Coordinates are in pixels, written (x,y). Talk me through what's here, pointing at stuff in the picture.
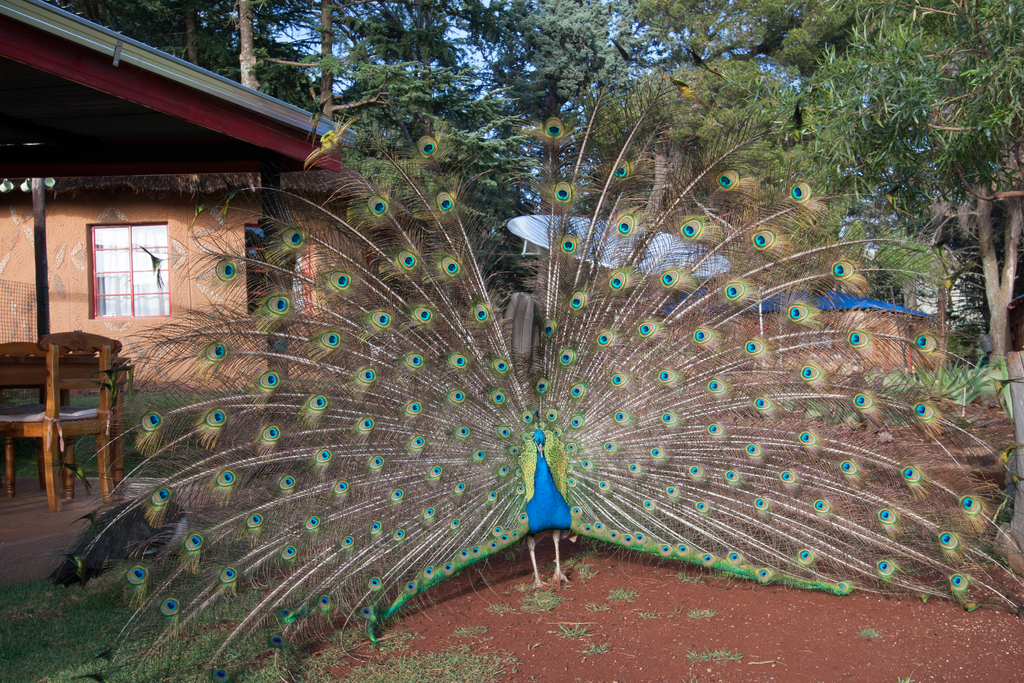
In the picture I can see a peacock (433,492) on the ground (556,648). On the left side of the image (121,432) I can see a table (96,379), chair (81,415), I can see a house (152,223) with glass windows (148,274) and trees (775,170) in the background (552,89).
